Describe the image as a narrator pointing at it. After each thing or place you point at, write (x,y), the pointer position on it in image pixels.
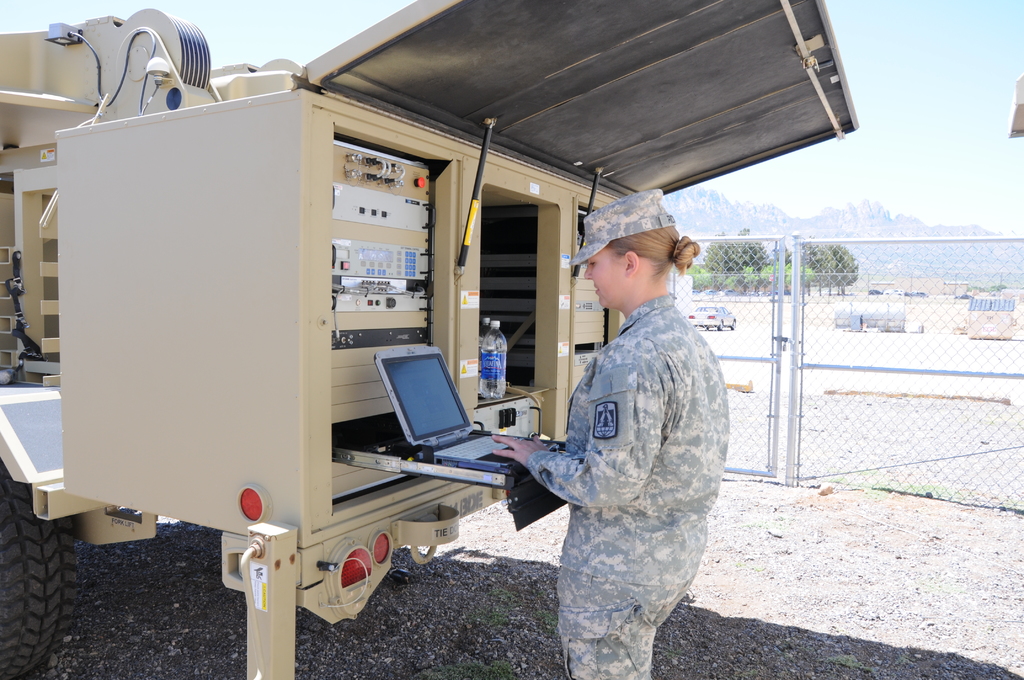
In this image I can see a woman (599,412) is standing and I can see she is wearing uniform (682,362) and a cap (636,233). On the right side of this image (813,353) I can see fencing (792,348), a car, few trees (757,284) and the sky (895,137). I can also see an equipment (148,211), few bottles (484,352), a laptop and a wheel (2,561) on the left side of this image (22,487).
